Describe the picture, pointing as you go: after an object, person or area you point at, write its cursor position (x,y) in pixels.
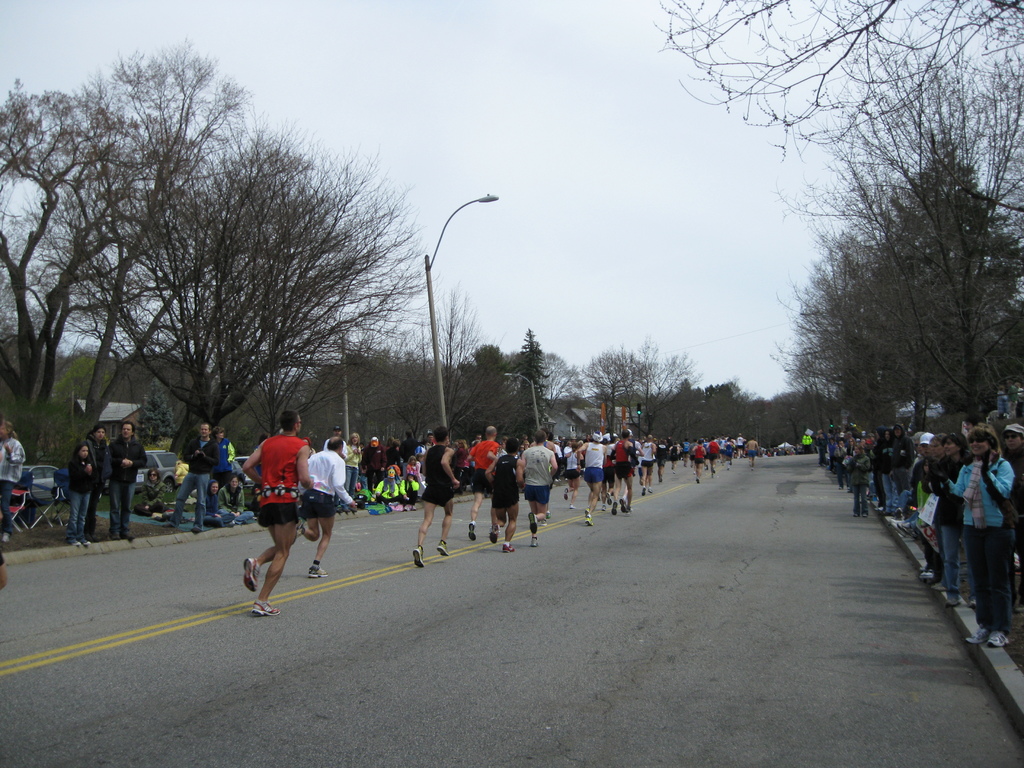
In the middle of the image (491,431) few people (130,428) are standing, sitting and few people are running on the road (797,457). Behind them we can see some cars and vehicles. At the top of the image (34,240) we can see some trees (971,365), poles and we can see some clouds (611,33) in the sky (120,45).
